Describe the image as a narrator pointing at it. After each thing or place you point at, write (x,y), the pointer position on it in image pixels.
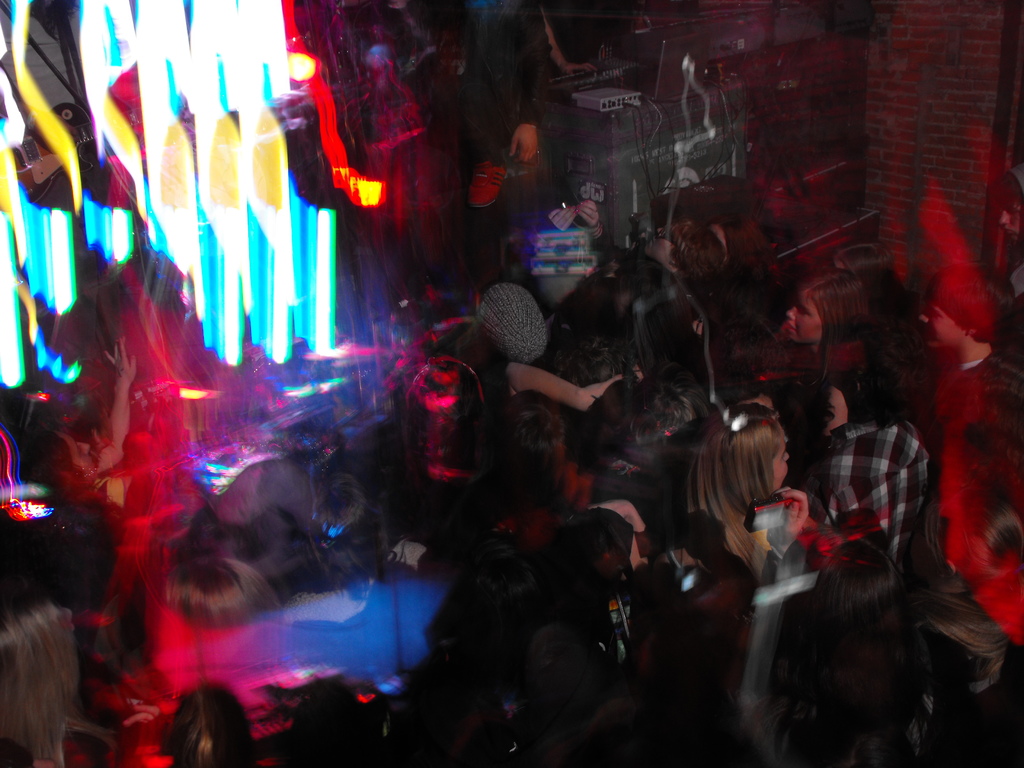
In this picture there are people (542,386) in the center of the image (617,441) and there are colorful lights (227,218) on the left side of the image (227,331) and there is an electric box (625,95) with wires (726,108) at the top side of the image (660,105).
